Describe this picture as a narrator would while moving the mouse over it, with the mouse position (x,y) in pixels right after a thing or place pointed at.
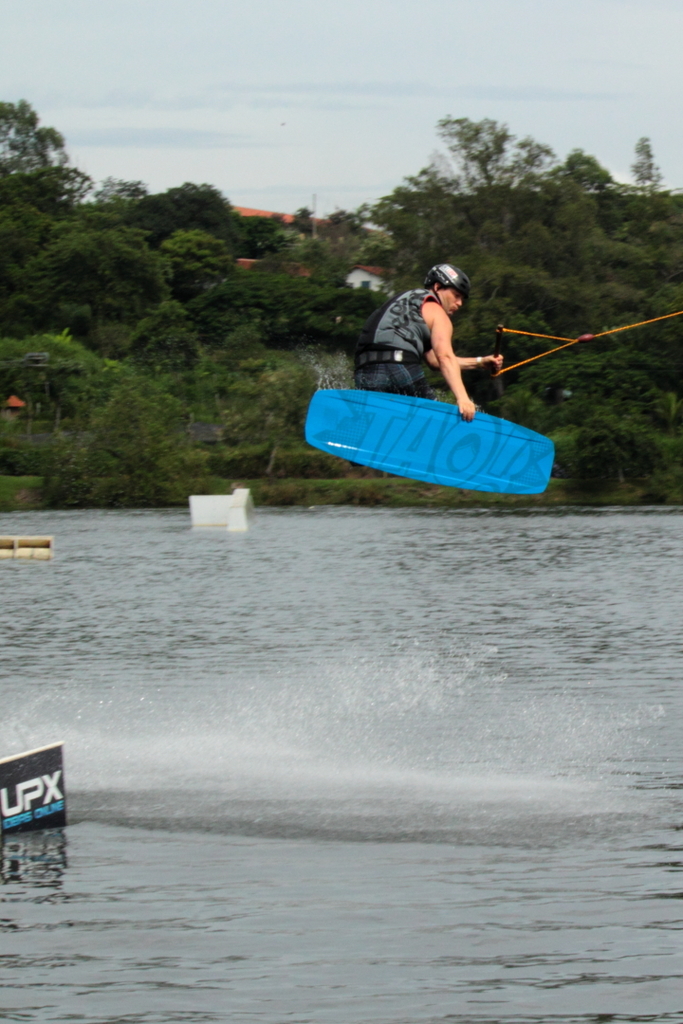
This image is taken outdoors. At the bottom of the image (266,810) there is a river (285,607). At the top of the image (274,126) there is a sky (446,112) with clouds (461,103). In the background (209,393) there are many trees (221,281) and plants (277,465) and there is a house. In the middle of the image (443,452) there is a man (422,315) and he is holding a rope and a surfing board (423,414) with his hands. On the left side of the image (62,780) there is a board (63,771) with a text (39,794) on it.
